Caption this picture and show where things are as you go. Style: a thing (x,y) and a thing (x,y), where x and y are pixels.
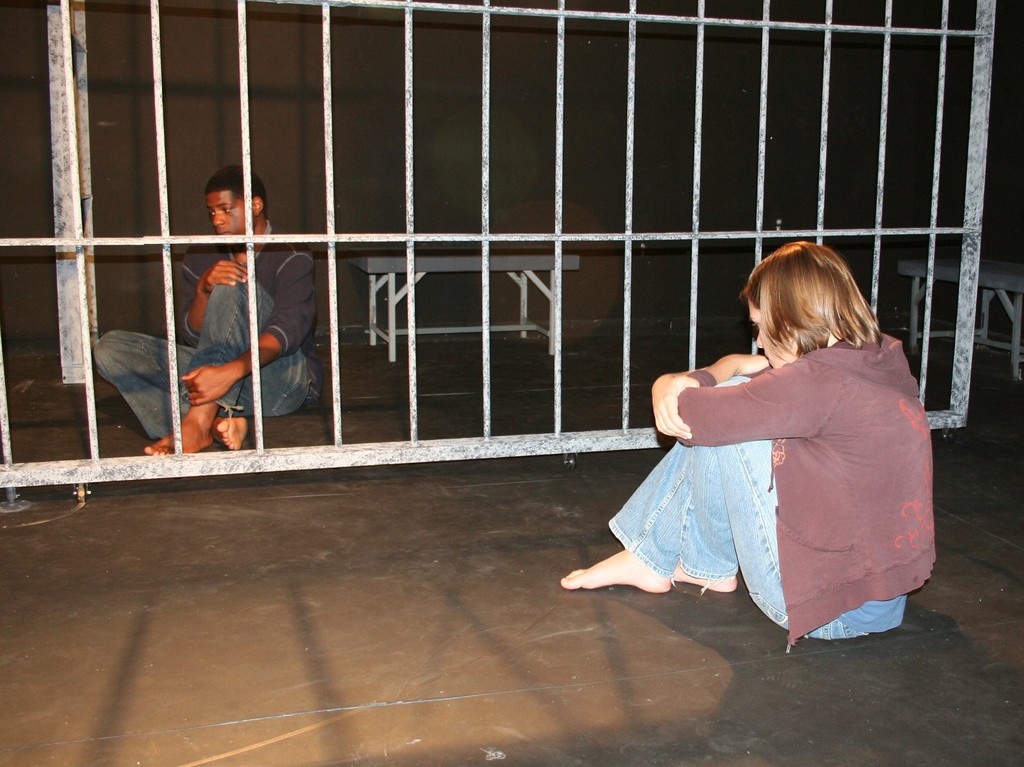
This is the man (289,379) and woman (765,523) sitting on the floor (434,611). I think this is a gate (596,238) with the wheels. These are the benches (998,279). Here is a wall (583,93), which is black in color.
